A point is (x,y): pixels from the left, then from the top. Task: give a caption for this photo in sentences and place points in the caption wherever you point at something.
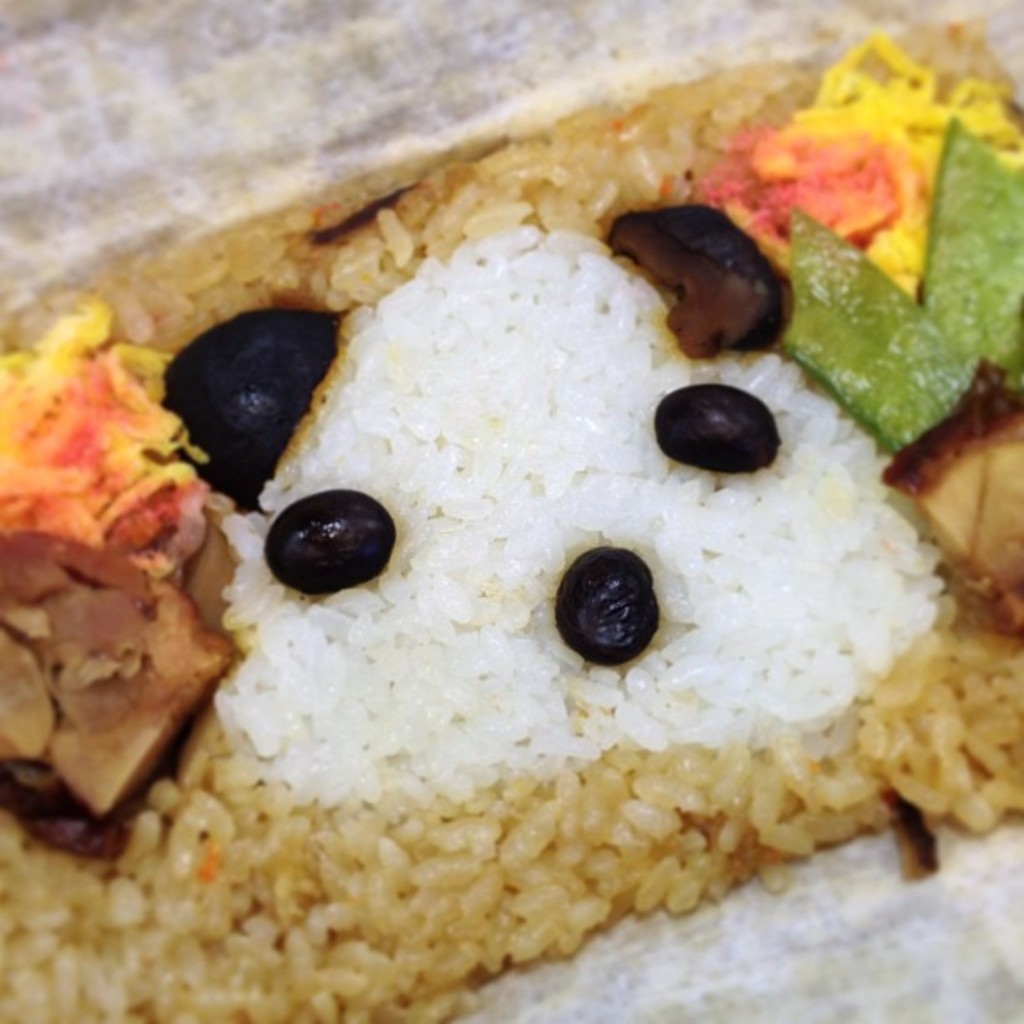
In the middle of this image (655,610), there are vegetables (232,385), rice (529,277) and other food items (801,111) placed on a paper (803,29). And the background (29,242) is in gray and white color combination.
